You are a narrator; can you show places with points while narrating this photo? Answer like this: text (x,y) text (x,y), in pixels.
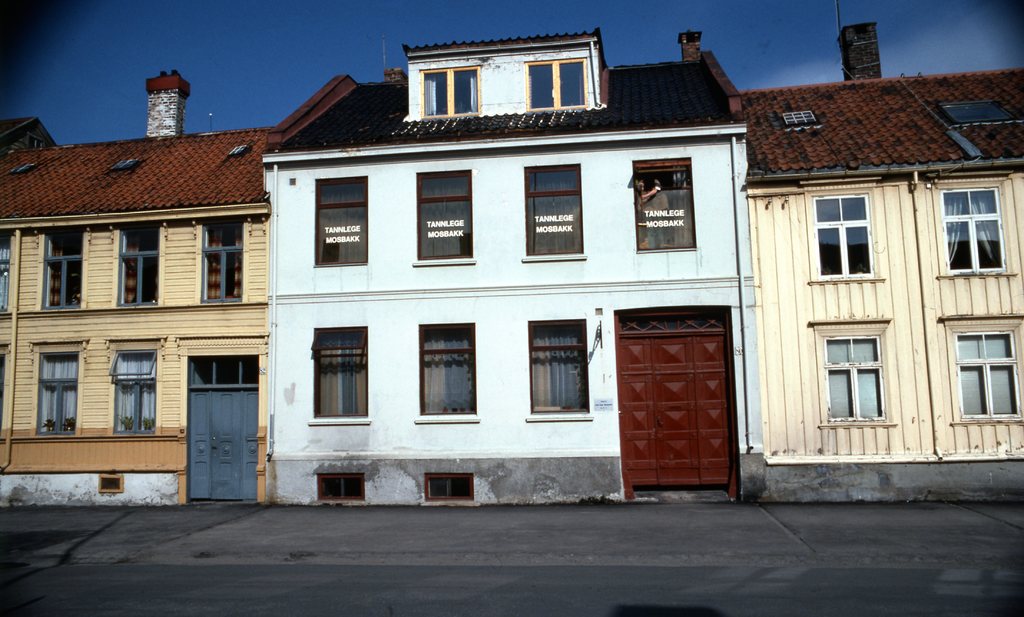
In this image we can see buildings (535,329) with glass windows (576,348), doors (723,411) and other objects (593,359). At the bottom of the image (428,561) there is the floor (412,557). In the background of the image (118,84) there is the sky (22,30).
